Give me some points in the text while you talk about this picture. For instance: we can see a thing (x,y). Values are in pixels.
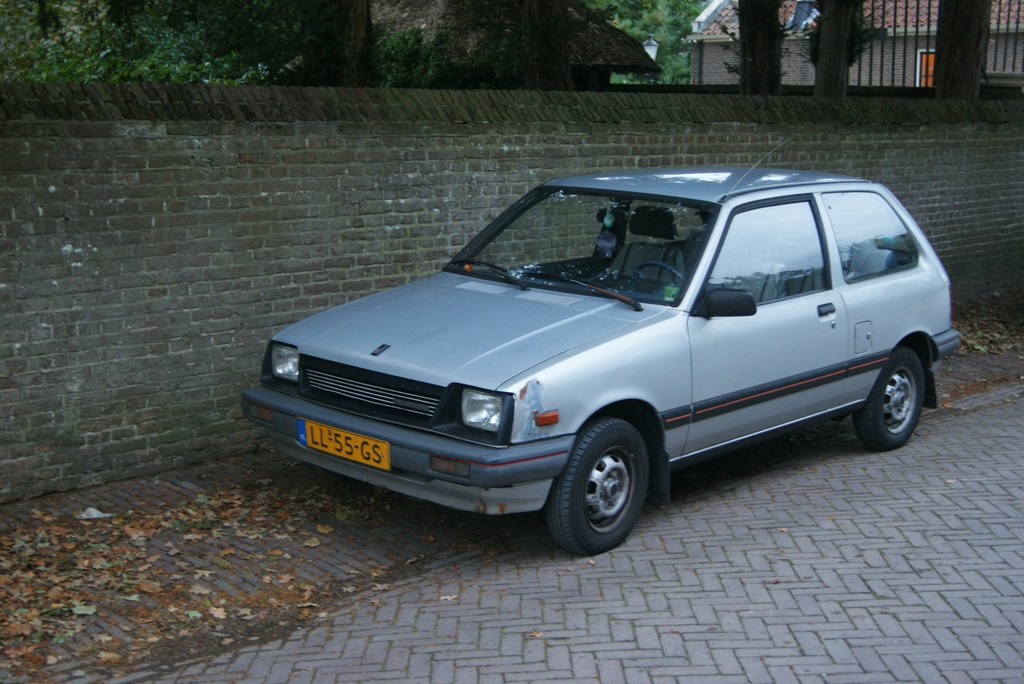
In this picture there is a car (900,323) parked near to the brick wall (253,276). On the top right (786,67) there is a building (1022,63). On the top (219,83) we can see many trees (413,58). Here we can see hut (579,60) near to the street light (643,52). On the bottom left (226,533) we can see leaves (184,512).
